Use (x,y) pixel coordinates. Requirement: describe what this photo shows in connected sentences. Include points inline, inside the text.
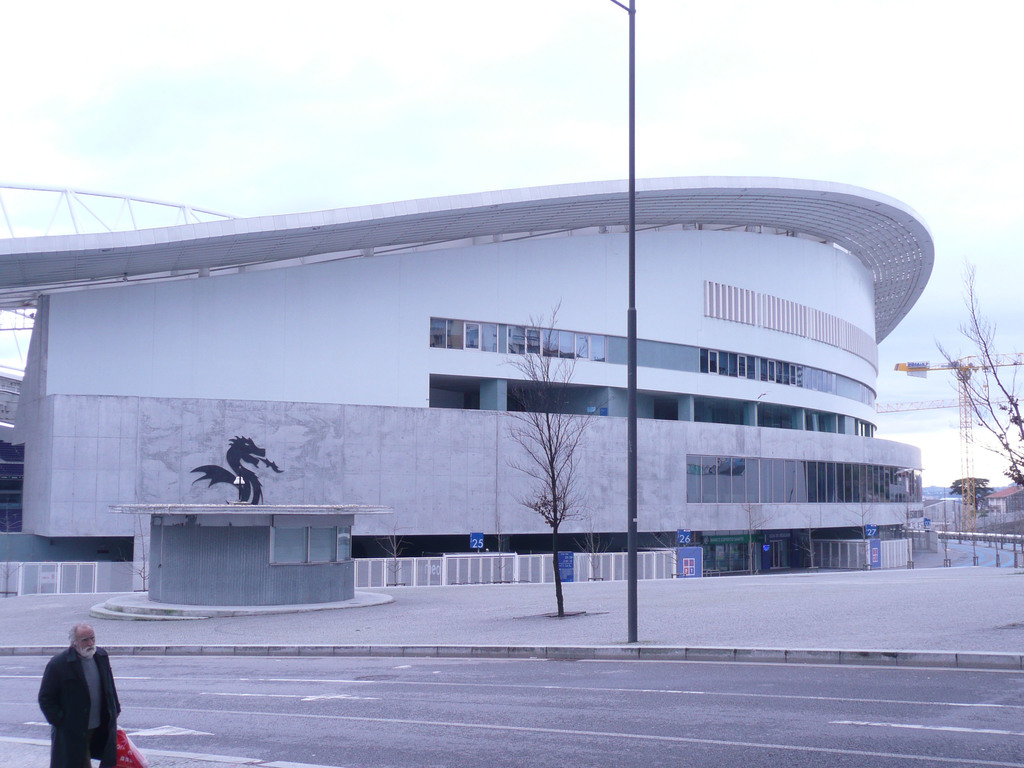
In the picture I can see the building (692,209) and glass windows (805,368). There is a man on the road (177,722) and he is on the bottom left side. I can see a light pole (631,497) and trees (977,492) on the side of the road (179,743). I can see the construction tower crane (923,369) on the right side (980,402). There are clouds (905,150) in the sky (938,109).
